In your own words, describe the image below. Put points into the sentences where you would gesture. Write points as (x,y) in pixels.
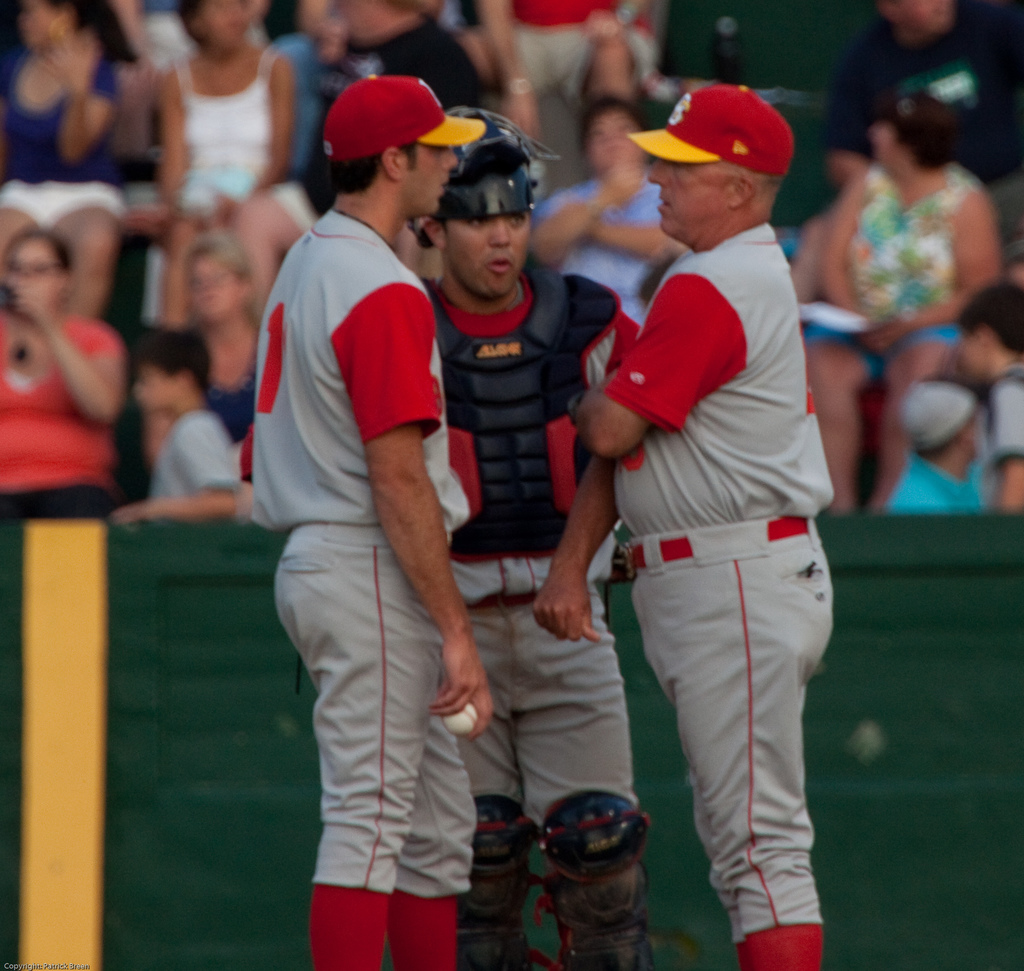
In this picture we can see few people (561,456) are standing and talking, among them one person (394,689) is holding a ball (469,720), behind we can see some people (638,167) are sitting and watching.
